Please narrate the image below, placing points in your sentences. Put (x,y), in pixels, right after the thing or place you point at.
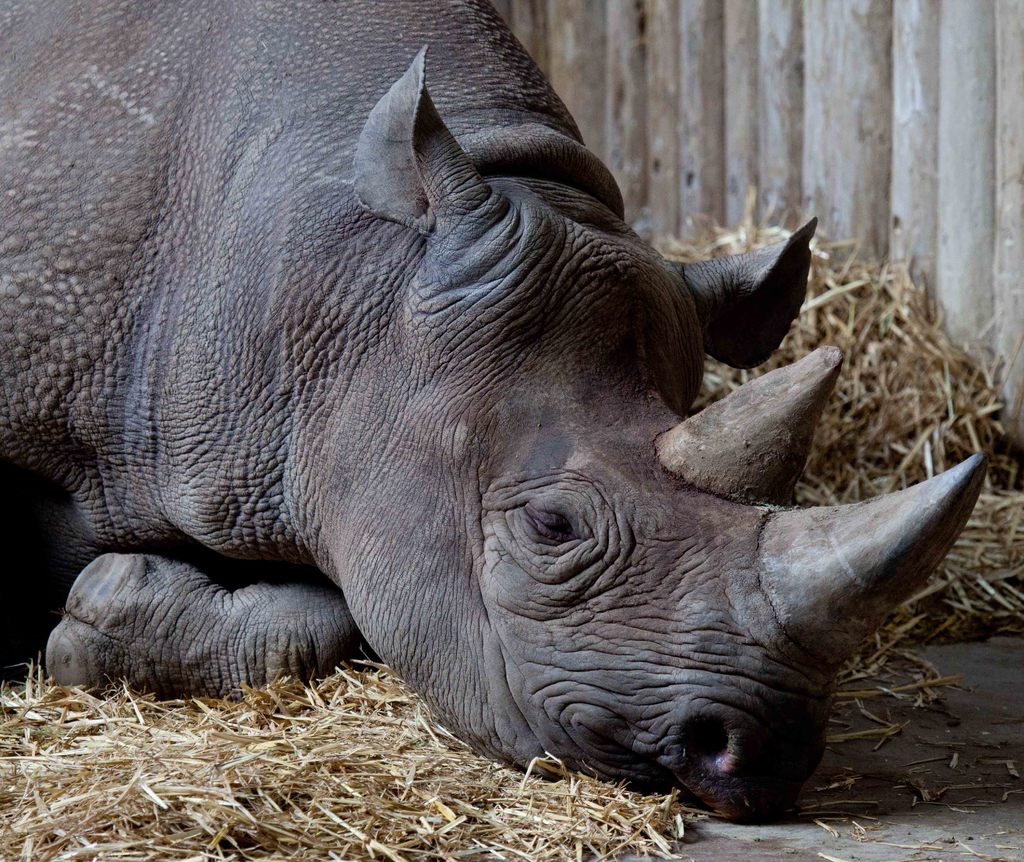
In this picture we can see rhinoceros (270,433) is laying on the dry grass (3,750).
